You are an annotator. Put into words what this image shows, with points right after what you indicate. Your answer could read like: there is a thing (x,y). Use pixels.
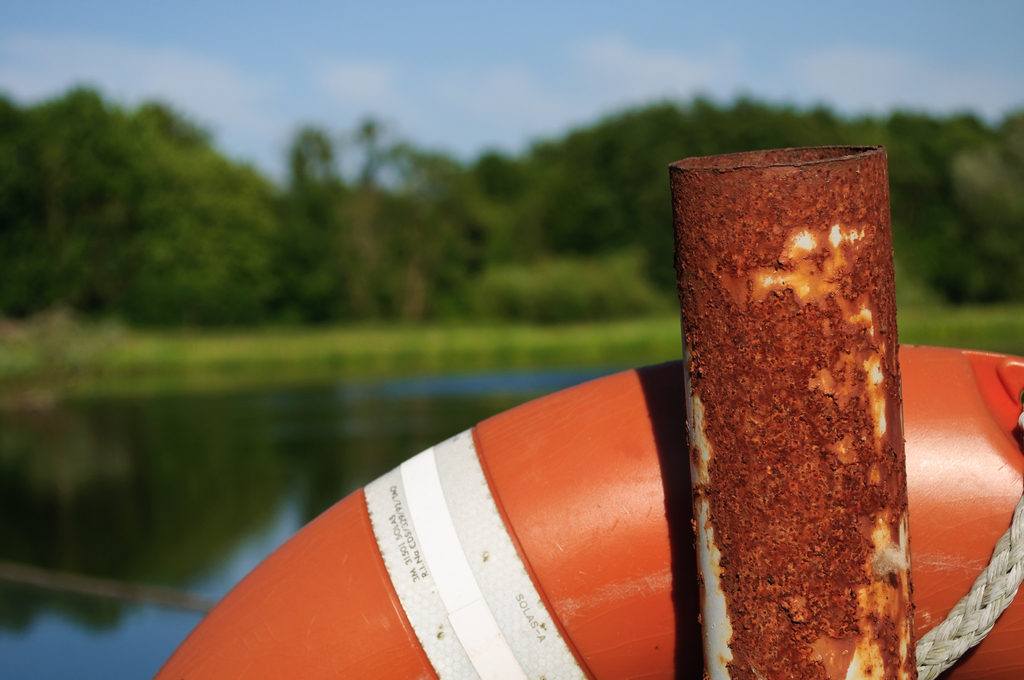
In this image I can see a metal pipe (807,485), some object (586,546), water (208,525) and grass (350,345). In the background (451,288) I can see trees (488,162) and the sky (400,93). This image is taken may be near the lake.
